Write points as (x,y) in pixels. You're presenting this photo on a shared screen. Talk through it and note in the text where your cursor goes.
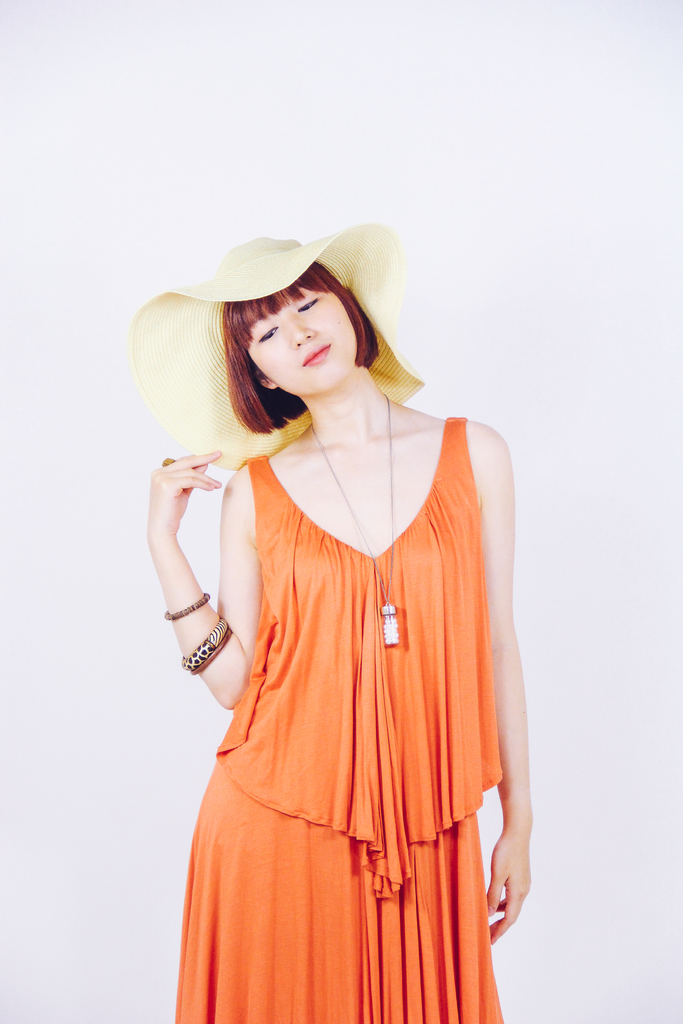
In this picture there is a woman (415,517) who is wearing hat (266,287), orange dress (385,735), bangles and locket (385,629). In the back (506,258) I can see the wall (568,610).
